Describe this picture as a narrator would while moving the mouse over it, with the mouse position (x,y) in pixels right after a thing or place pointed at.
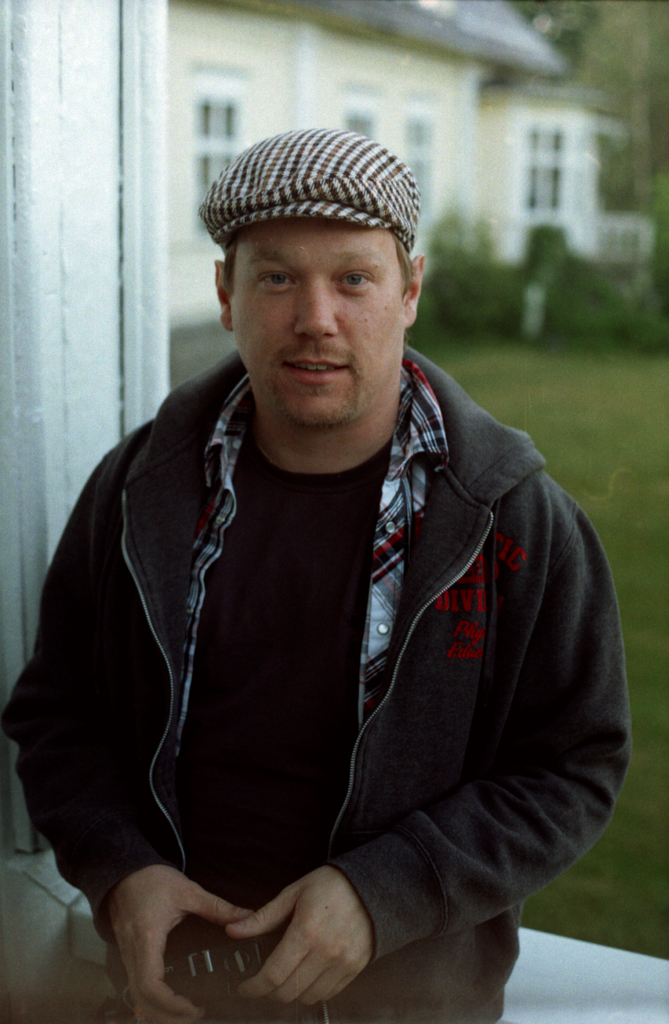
In this image I can see a man (236,697) and I can see he is wearing jacket (434,614) and a cap (233,232). I can also see he is holding an object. In background (539,402) I can see grass (590,453), a building (434,106), windows (221,113) and I can see this image is little bit blurry from background (627,271).
